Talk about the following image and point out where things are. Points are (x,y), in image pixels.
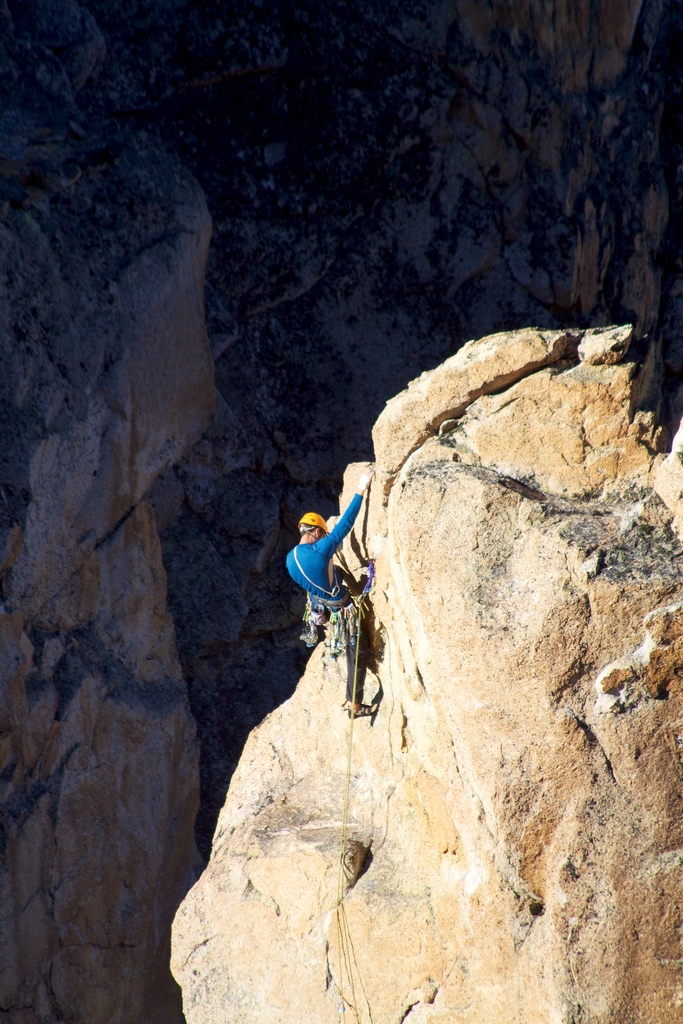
In this image I can see a person (361,489) climbing a mountain (372,657).
